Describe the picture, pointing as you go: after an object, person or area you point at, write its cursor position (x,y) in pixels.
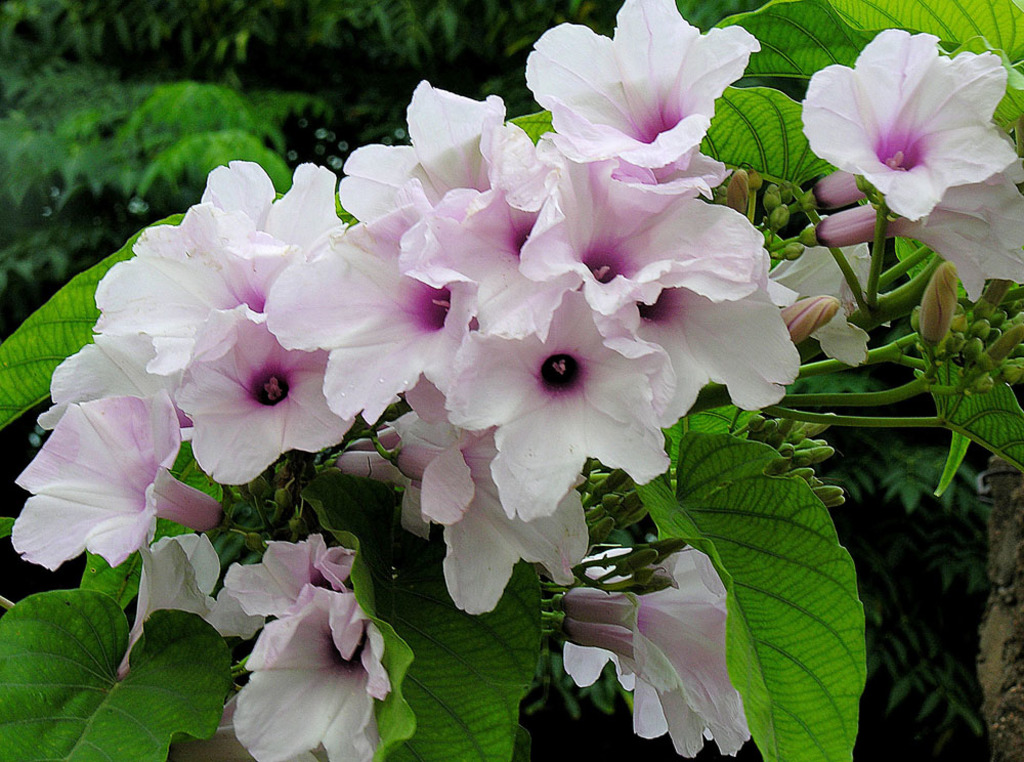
In this image, we can see flowers (334,318), leaves (316,476), stems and flower buds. In the background (47,4), we can see plants (36,29).
